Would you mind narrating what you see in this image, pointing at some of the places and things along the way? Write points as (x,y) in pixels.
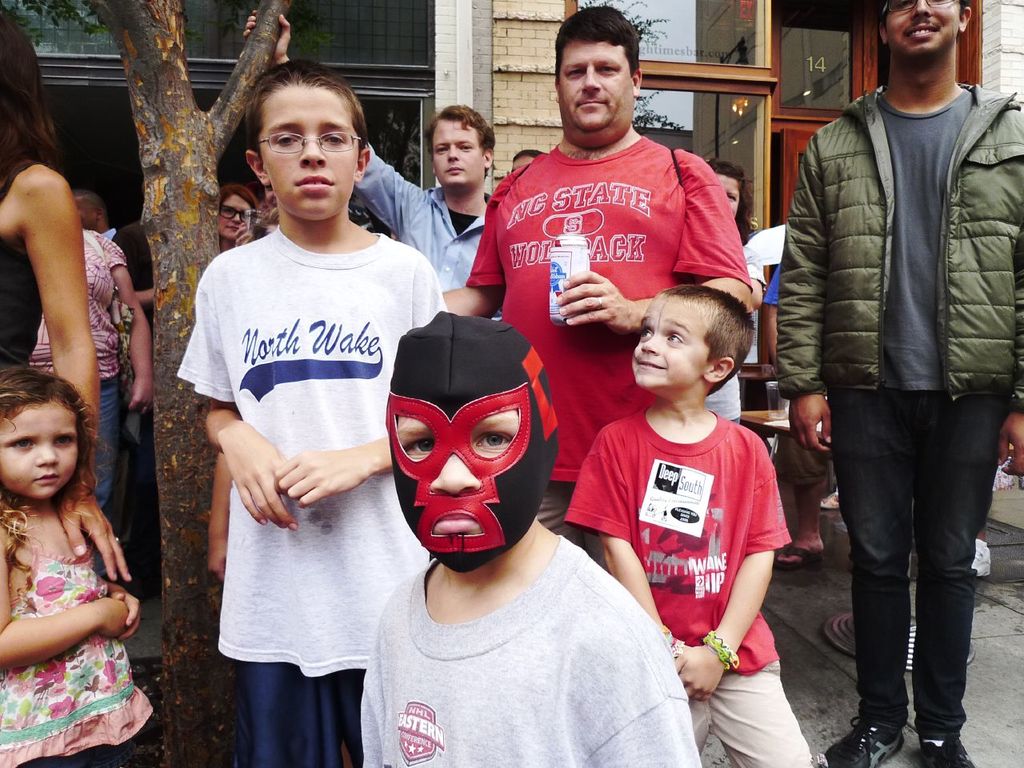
In this image I can see number of persons (516,356) are standing on the ground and a red and black colored mask (538,463) to the child (491,408). I can see a tree (153,228) and in the background (125,138) I can see the building (433,82).
